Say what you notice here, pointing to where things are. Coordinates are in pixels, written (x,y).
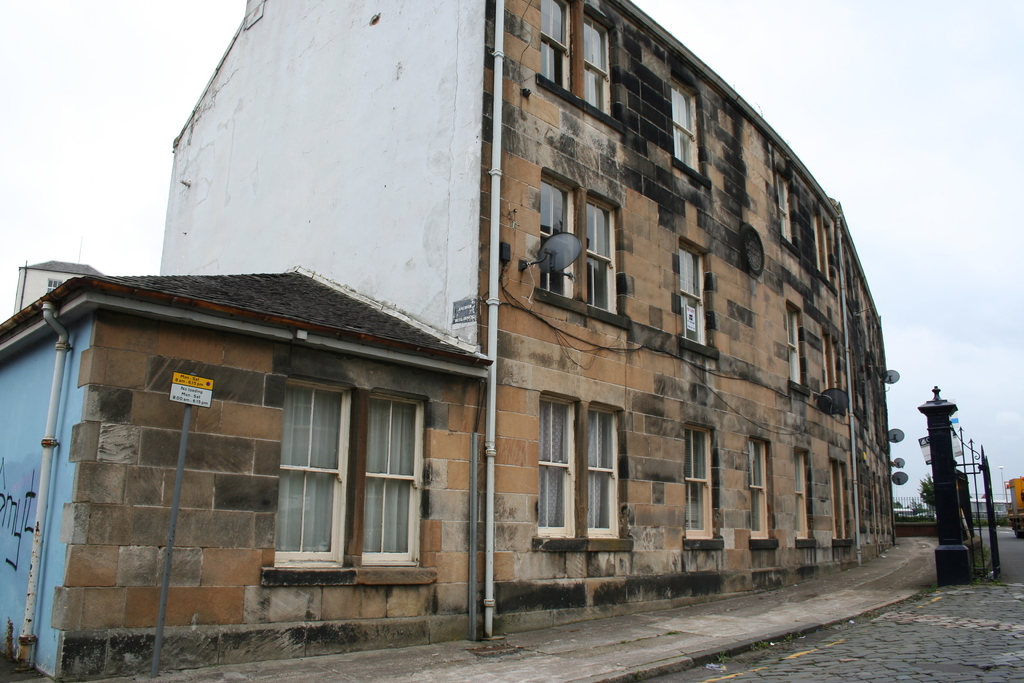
In the picture we can see the building (819,479) with many windows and beside it, we can see a small house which is attached to it with two windows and a pole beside the house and near the building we can see a path (528,667) and a black color pillar (969,550) with a gate (996,547) to it and in the background (1018,434) we can see the sky (961,401) with clouds (973,387).
